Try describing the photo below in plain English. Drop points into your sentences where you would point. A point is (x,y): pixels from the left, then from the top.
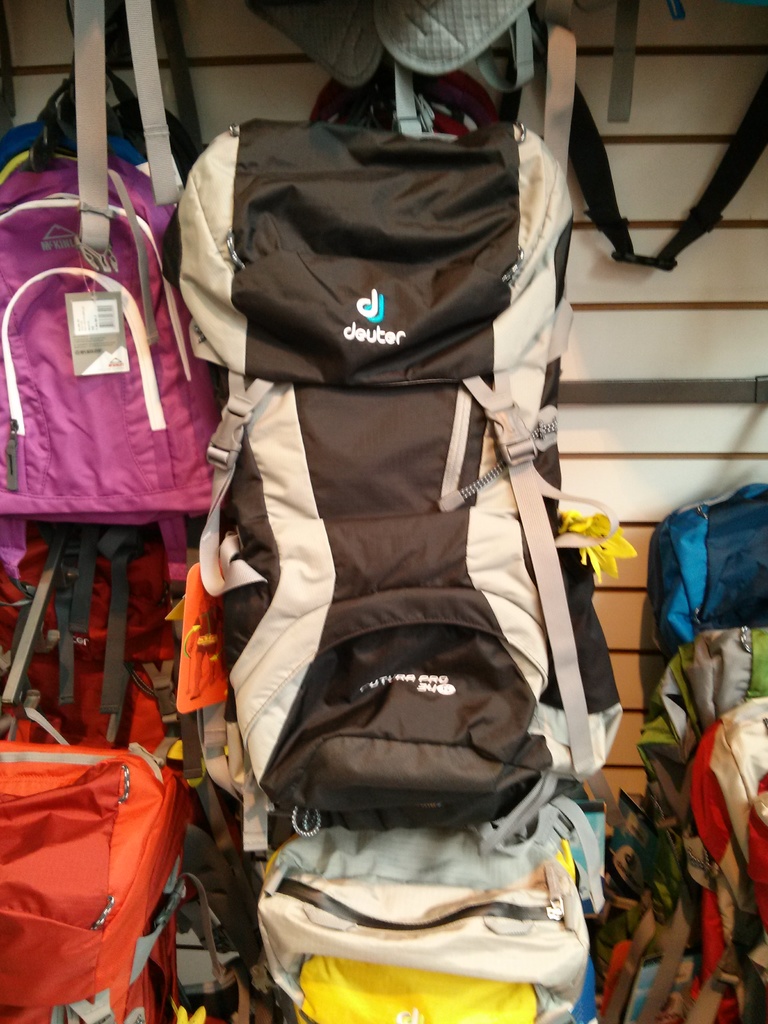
As we can see in the image there are few bags (125,675) with different colors.
